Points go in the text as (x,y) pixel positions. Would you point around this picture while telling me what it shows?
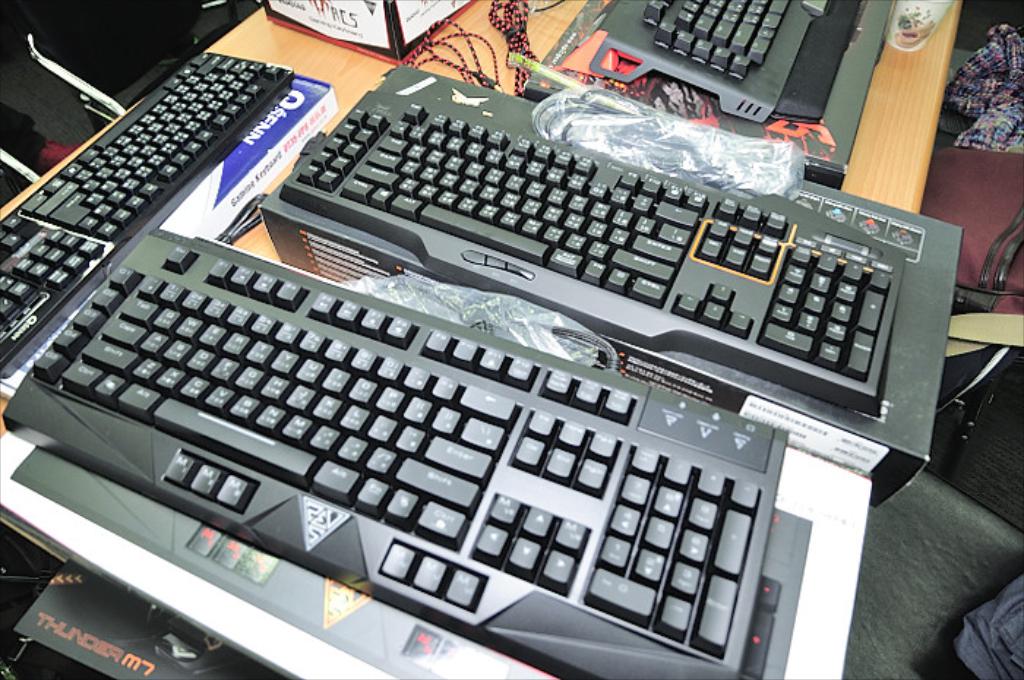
In this image, I can see the keyboards (526,261), cardboard boxes (774,392) and few other things (761,124) are placed on the table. On the right side of the image (1016,312), I can see few objects (1004,260). At the top left corner of the image (60,71), I think this is a chair (94,38).
